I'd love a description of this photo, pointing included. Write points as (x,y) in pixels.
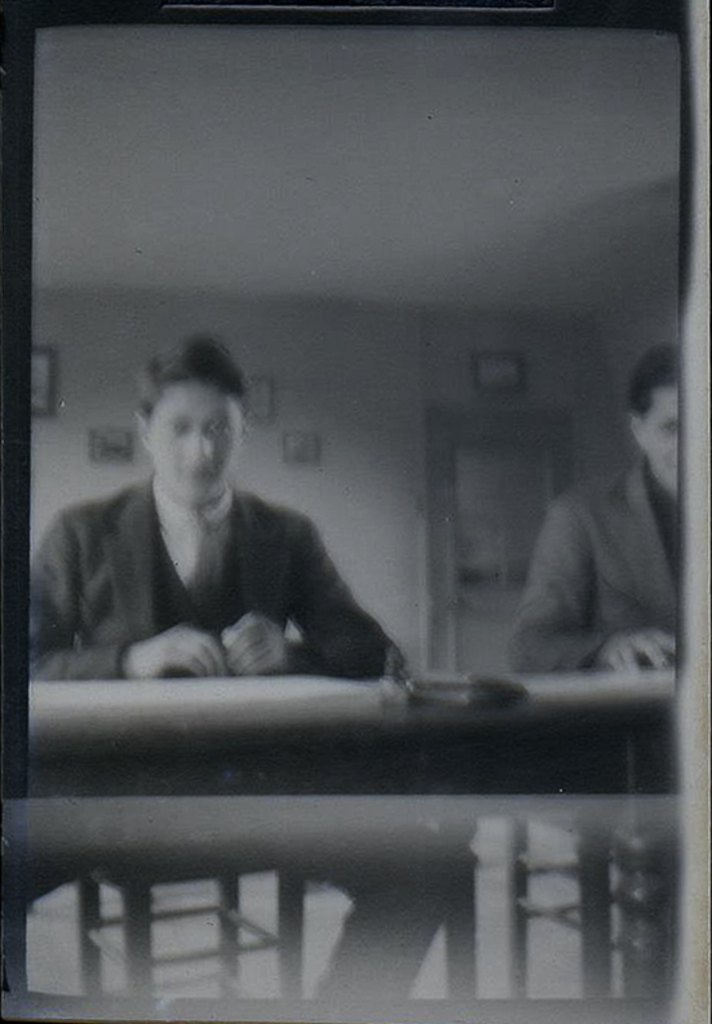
In this image there are two men (298,648) sitting on the stool (228,927), there is a table (281,750), there is an object (494,689) on the table (434,729), there is a wall (410,540), there are photo frames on the wall (386,358), there is a roof (258,249) towards the top of the image (302,111).
